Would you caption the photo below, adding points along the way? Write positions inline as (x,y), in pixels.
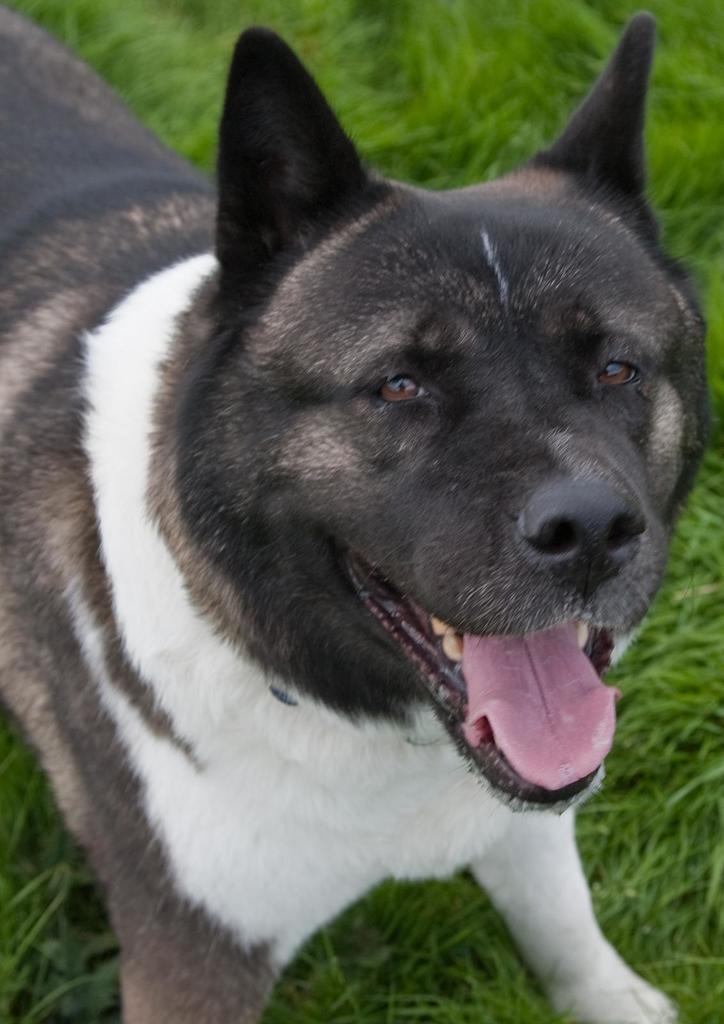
In this picture I can observe a dog (237,509) standing on the ground (36,822). The dog (275,497) is in black and white color. In the background (124,75) I can observe some grass (136,81) on the ground (404,172).
